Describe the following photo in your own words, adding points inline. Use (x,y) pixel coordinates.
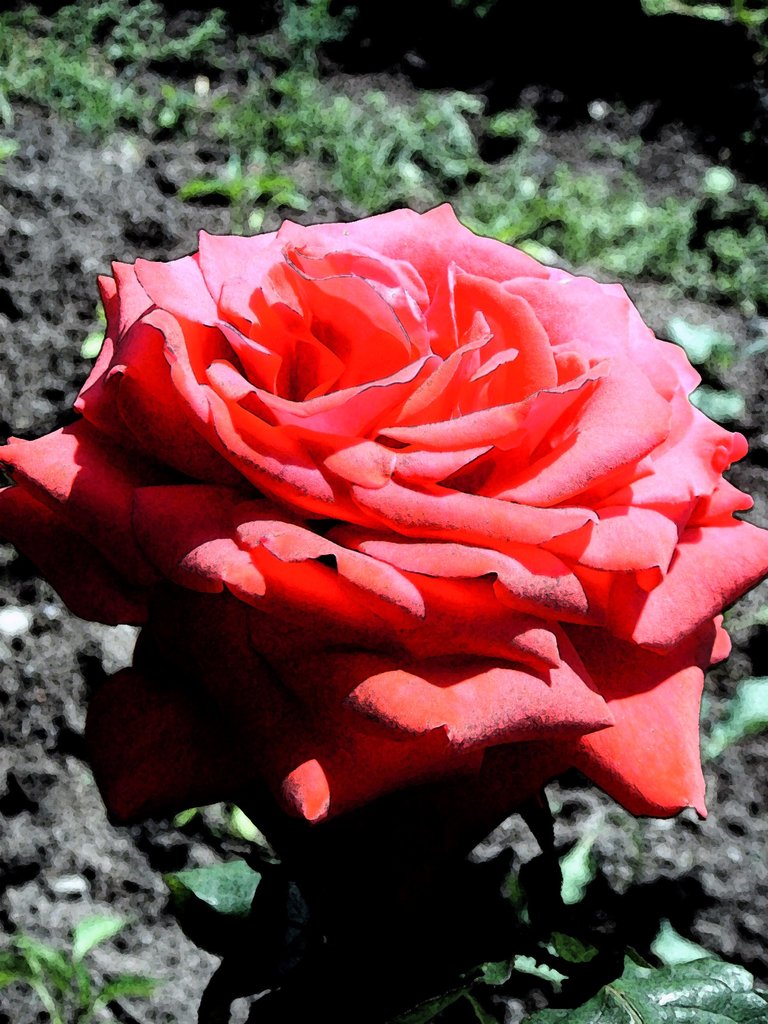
In the foreground of this image (453,414), there is a red rose (439,484). In the background (348,200), there is the ground (266,171).
